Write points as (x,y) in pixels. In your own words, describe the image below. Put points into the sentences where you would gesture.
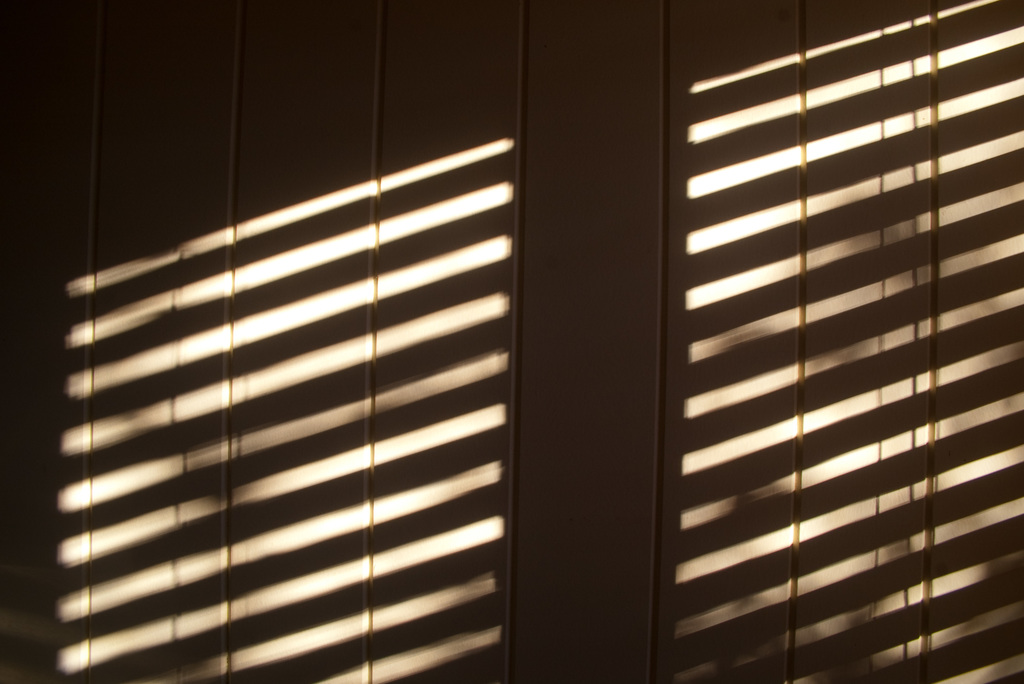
In this image, we can see some shadows (444,290) on the wall (323,278).
